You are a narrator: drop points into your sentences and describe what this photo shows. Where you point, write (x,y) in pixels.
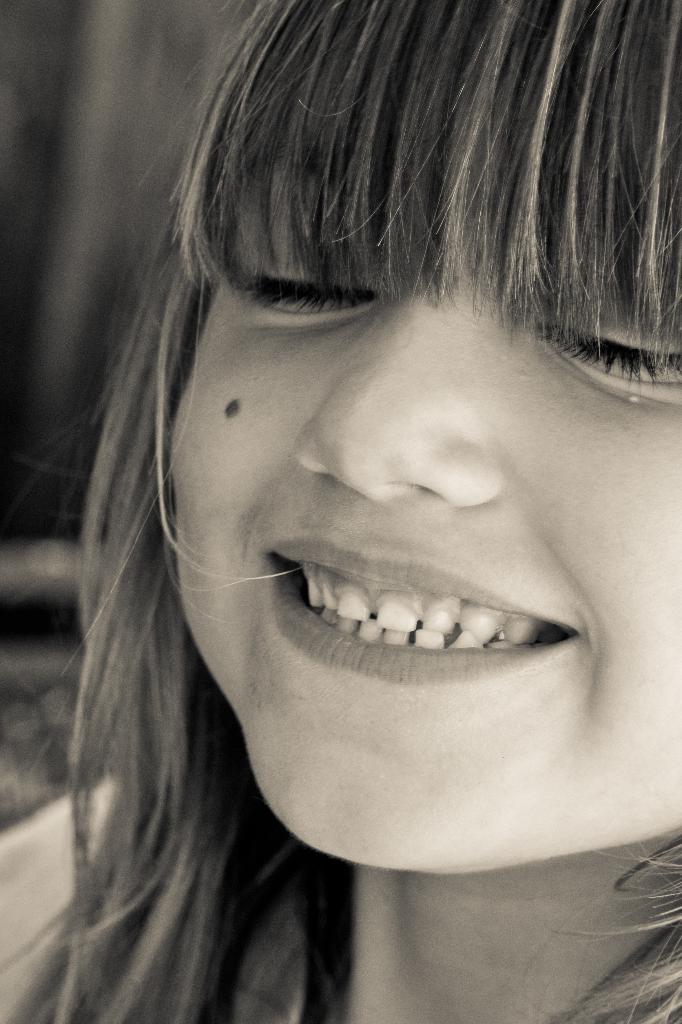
It is a black and white image. In this image there is a girl (407,424) smiling.
